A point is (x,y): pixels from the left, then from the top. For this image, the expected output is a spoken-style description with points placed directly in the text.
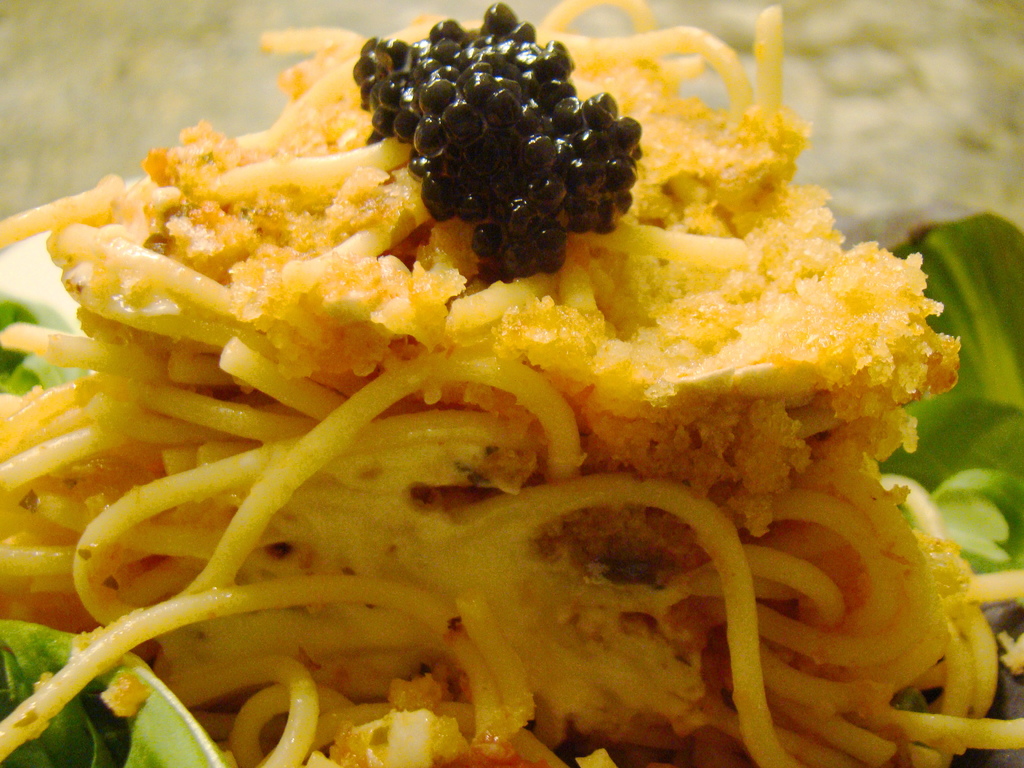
In the image there are noodles (834,650) and some other food items (466,243). There is a black color food item (511,142) and also there are green leaves (220,763).
